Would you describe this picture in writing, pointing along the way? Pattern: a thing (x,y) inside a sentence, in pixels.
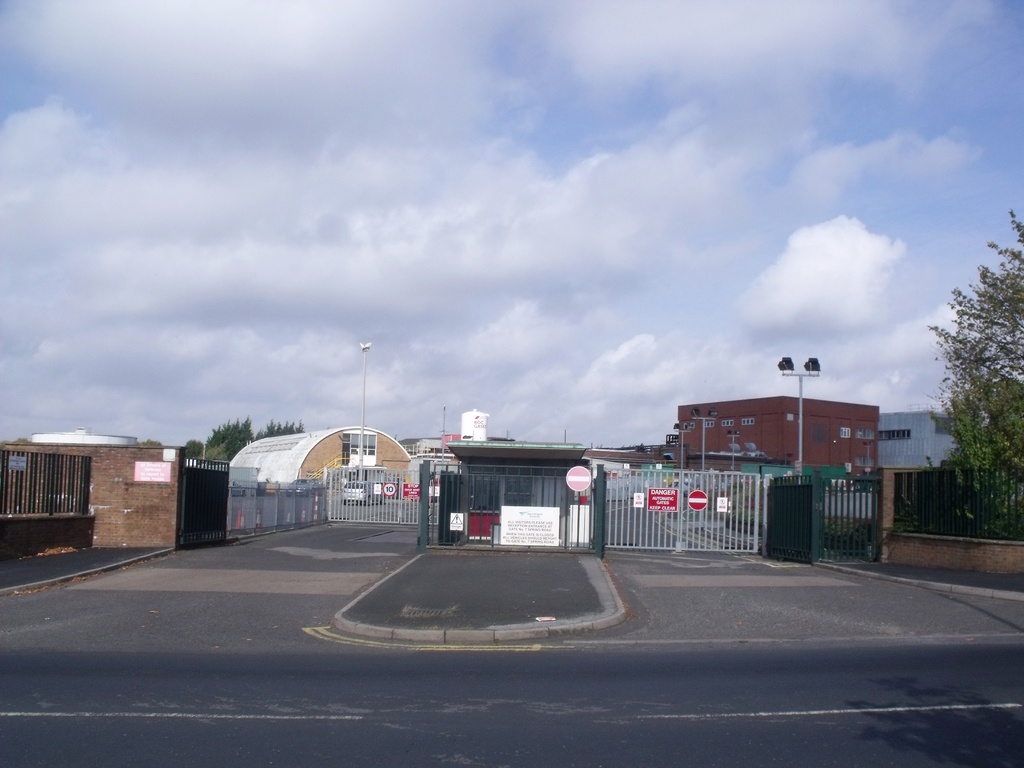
In the foreground of the picture (271,685) we can see road (650,685). In the center of the picture (677,511) there are gates (693,524), railing (448,534) and trees (968,510). In the background (714,435) there are buildings (757,437), lights (705,426), trees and other objects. Sky (544,242) is cloudy.
